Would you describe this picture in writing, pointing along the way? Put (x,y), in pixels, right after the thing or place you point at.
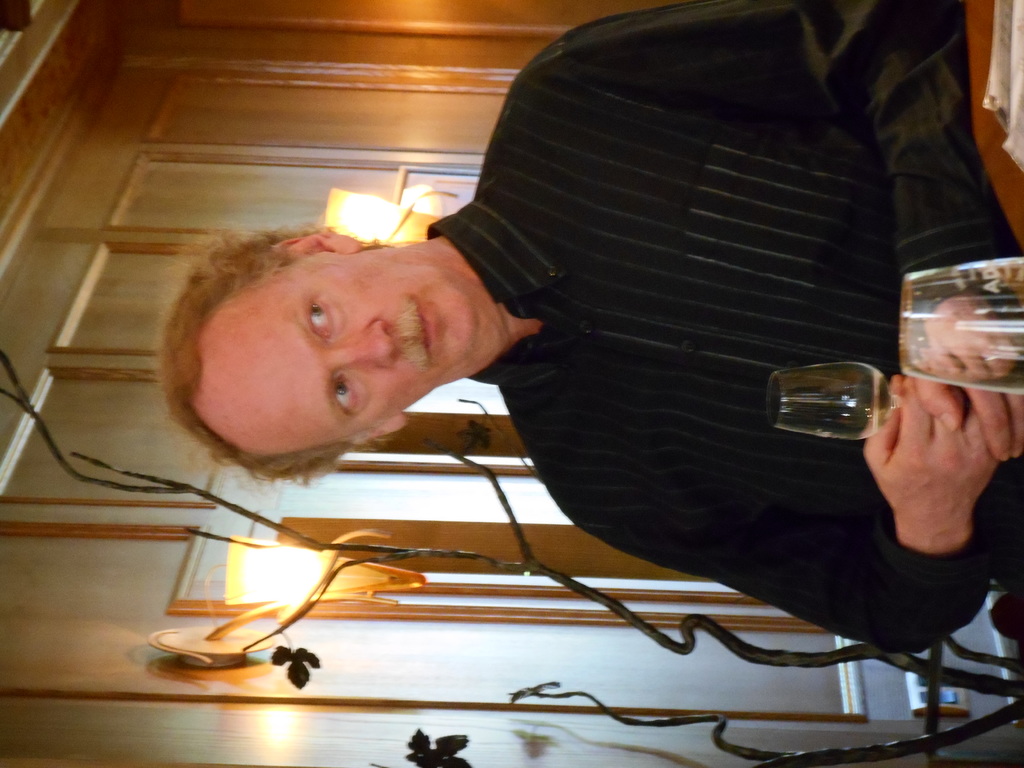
This man (607,442) wore black shirt (609,376) and staring. This man (570,365) is holding a glass (852,430). On wall (396,595) there are lights (389,239).
